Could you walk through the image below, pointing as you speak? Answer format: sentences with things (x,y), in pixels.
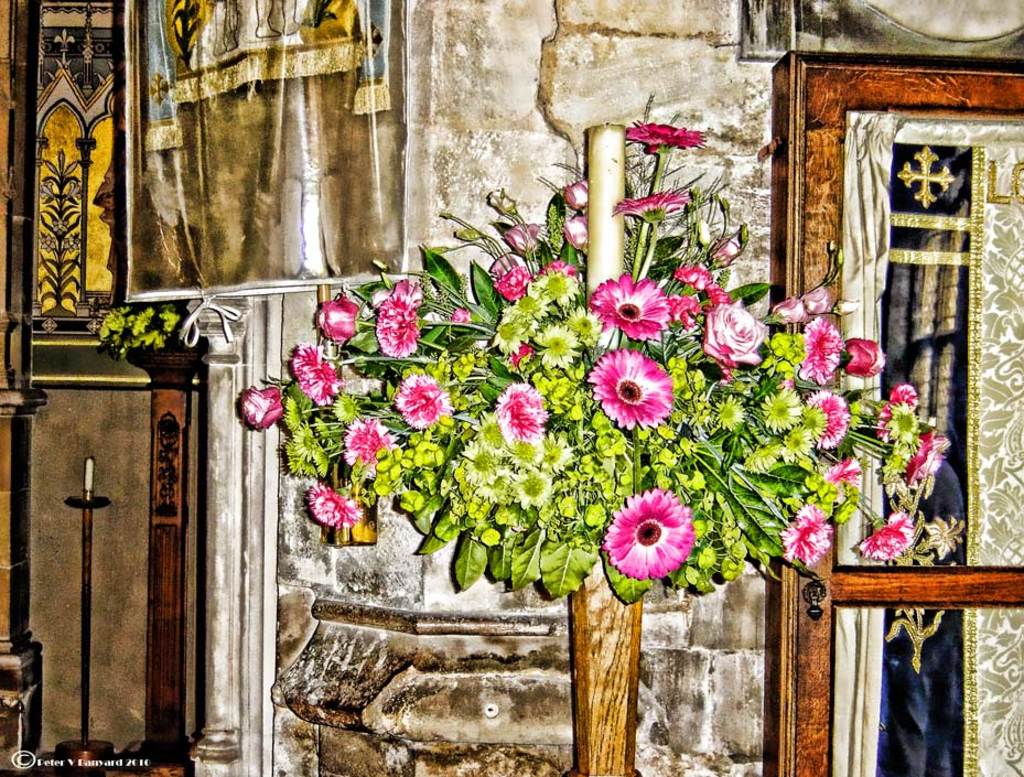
In the picture I can see a flower bouquet (602,460) which is on a wooden stand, there are some banners (269,256), candle stands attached to the wall (35,430).
